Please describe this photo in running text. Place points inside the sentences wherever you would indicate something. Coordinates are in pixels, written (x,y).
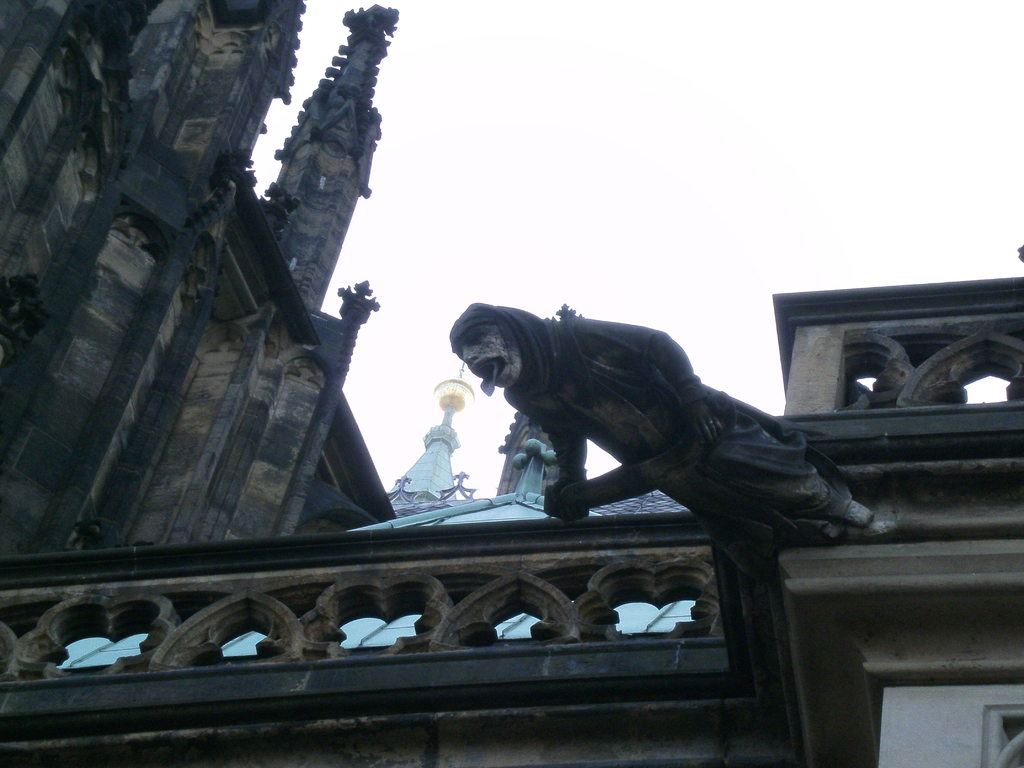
In the picture there is some architecture (244,371) and there is a sculpture (616,397) attached to the architecture (663,504) on the right side (763,469).
